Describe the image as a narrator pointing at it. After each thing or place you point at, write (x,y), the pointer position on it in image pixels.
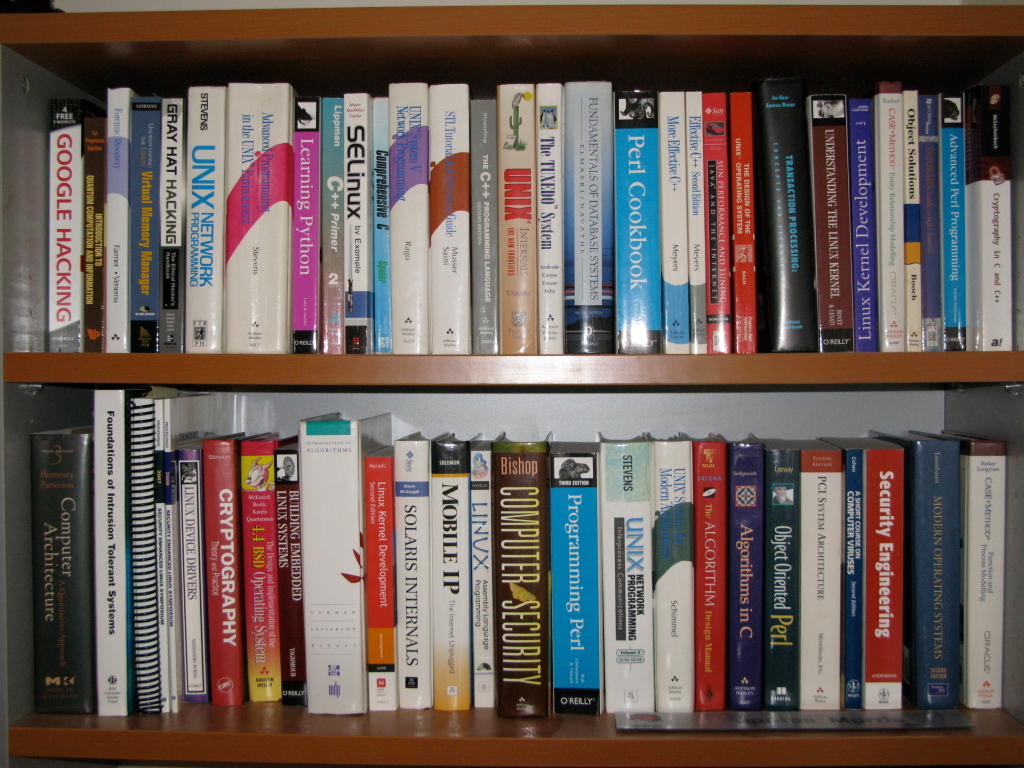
In the center of the image (520,442), we can see books (429,307) in the shelves (469,426).
